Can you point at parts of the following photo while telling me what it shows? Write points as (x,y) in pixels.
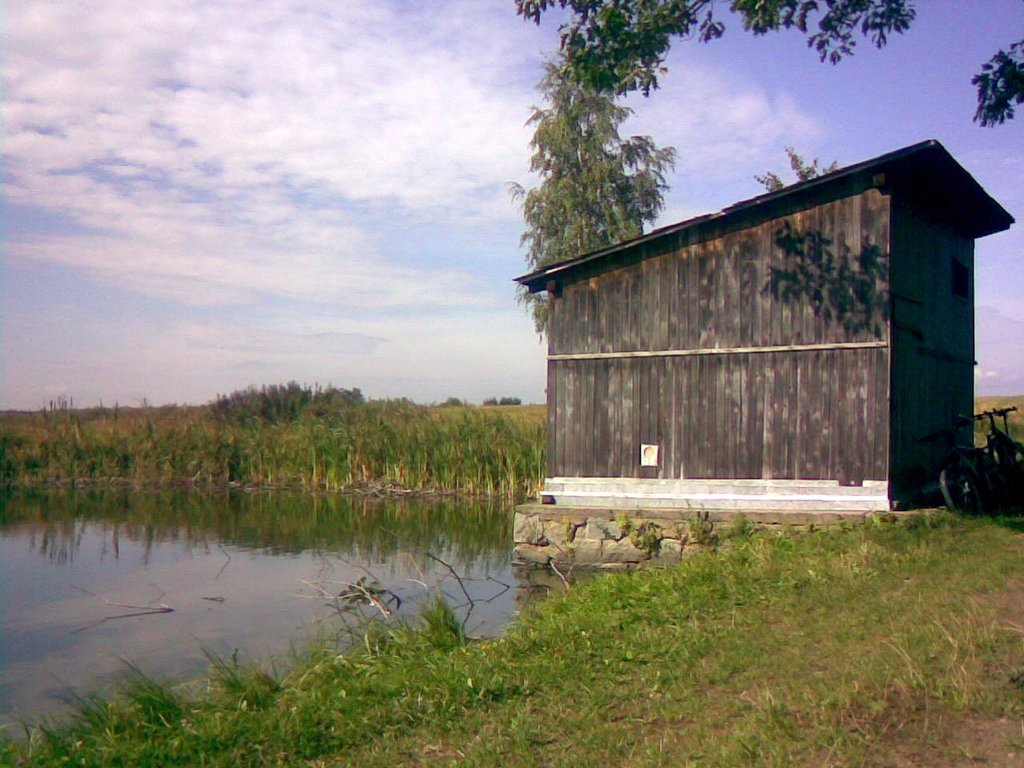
In the foreground of this image (572,719), there is grassland (734,670), two bicycles (941,479), a shelter (680,473) and the water (258,540). At the top (608,19), there is a tree (599,75). In the background (363,415), there is greenery (288,430), sky (146,201) and the cloud (155,180).
